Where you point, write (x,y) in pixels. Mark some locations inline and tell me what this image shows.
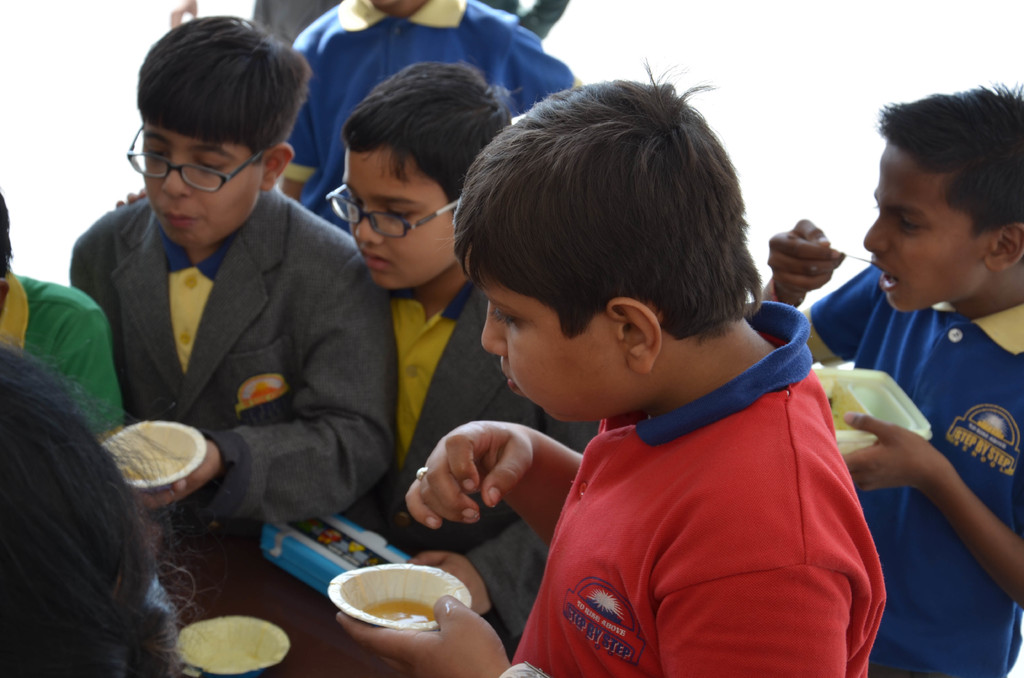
In this image I can see few children (242,268) and on the right (975,254) I can see one of them is holding a box (909,411) and a spoon like thing (844,251). In the center (497,437) I can see two of them are holding plates (436,571). I can also see two of them are wearing blazers (293,417) and rest all are wearing t shirts (732,512). On the bottom left side of this image (248,636) I can see a plate (240,622) and a blue colour box (310,559). In the center (416,230) I can see two children (337,206) are wearing specs (447,207).
